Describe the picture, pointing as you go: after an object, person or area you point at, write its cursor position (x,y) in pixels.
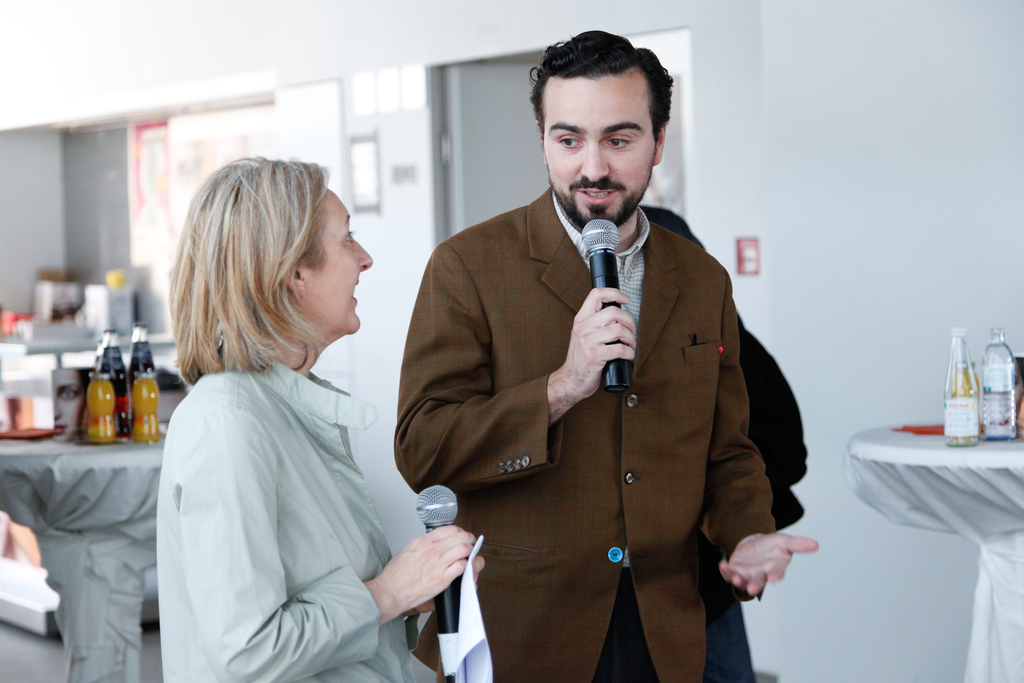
Persons (438,452) are standing holding microphone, in the back we have bottles (125,384) on the table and wall (798,135) and door (471,128).
